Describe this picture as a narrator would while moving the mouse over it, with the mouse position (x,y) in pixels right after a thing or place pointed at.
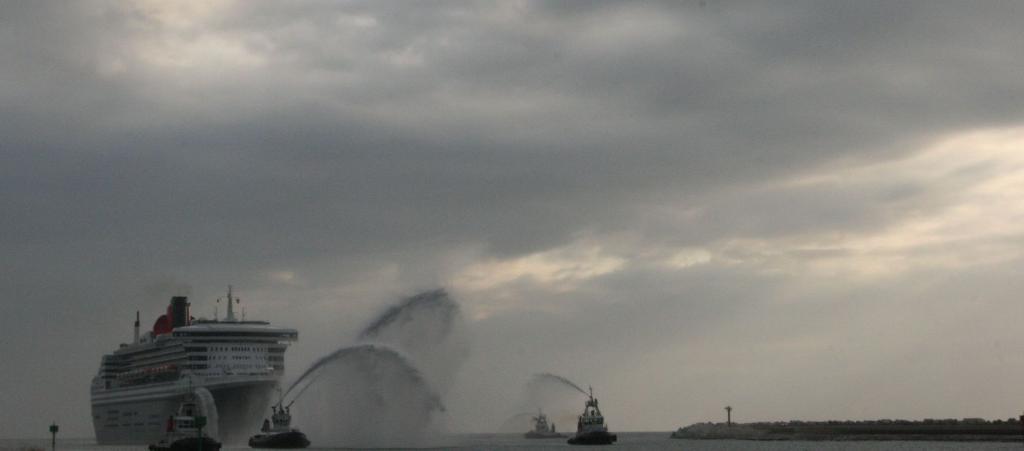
In this image I can see many boats (536,429) and ship (192,371) on the water (566,434). To the right (716,432) I can see the breakwater (744,424). In the background (452,234) I can see the clouds (428,223) and the sky (124,181).
